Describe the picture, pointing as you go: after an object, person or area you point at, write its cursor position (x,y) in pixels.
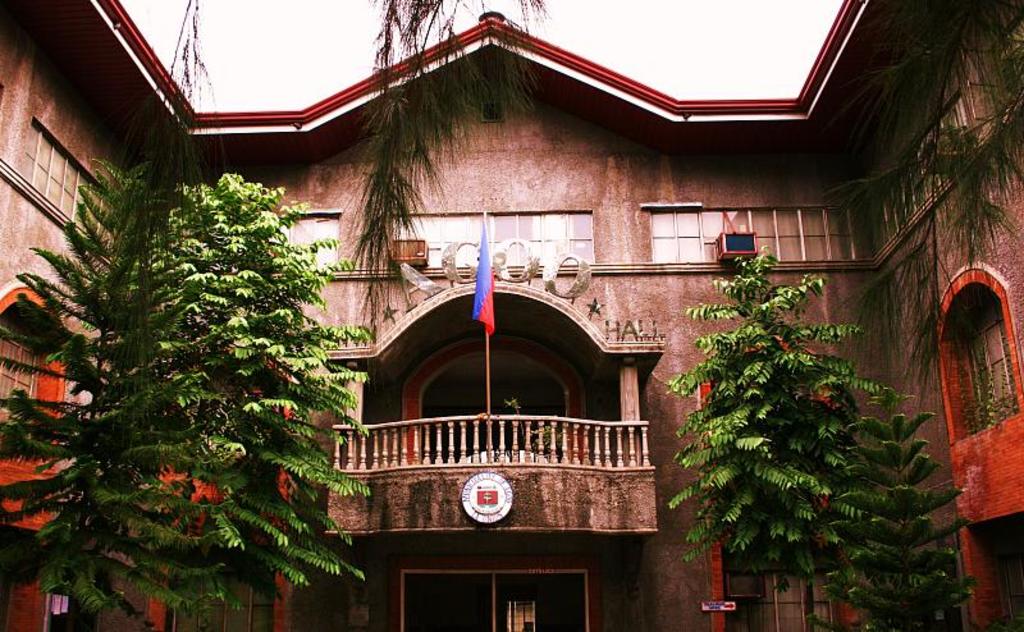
In this image, there are trees (220,493) in front of the building (449,171). There is a flag (485,282) in the middle of the image (486,281). There is a sky (343,37) at the top of the image (338,34).
